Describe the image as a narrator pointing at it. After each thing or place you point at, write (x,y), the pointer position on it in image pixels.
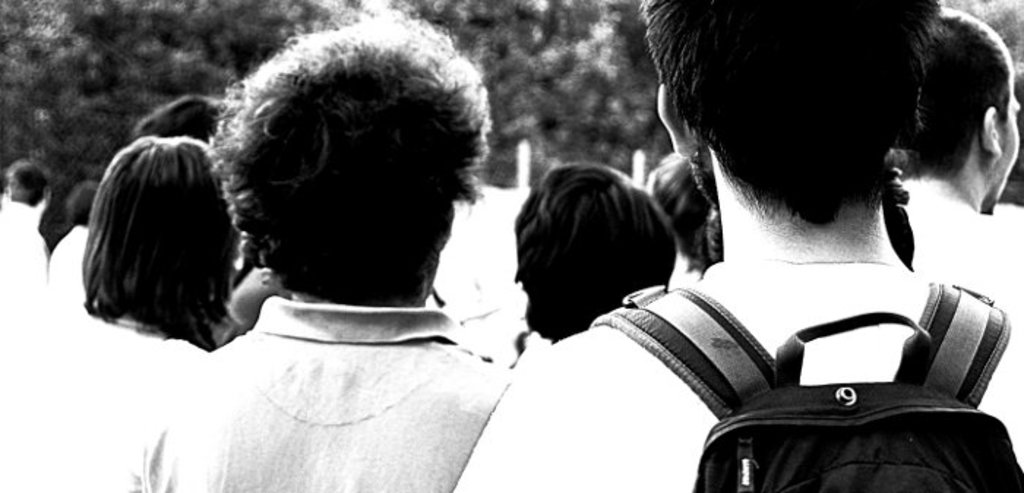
This is a black and white image. We can see some people (545,194) and the illusion of trees (595,27).
